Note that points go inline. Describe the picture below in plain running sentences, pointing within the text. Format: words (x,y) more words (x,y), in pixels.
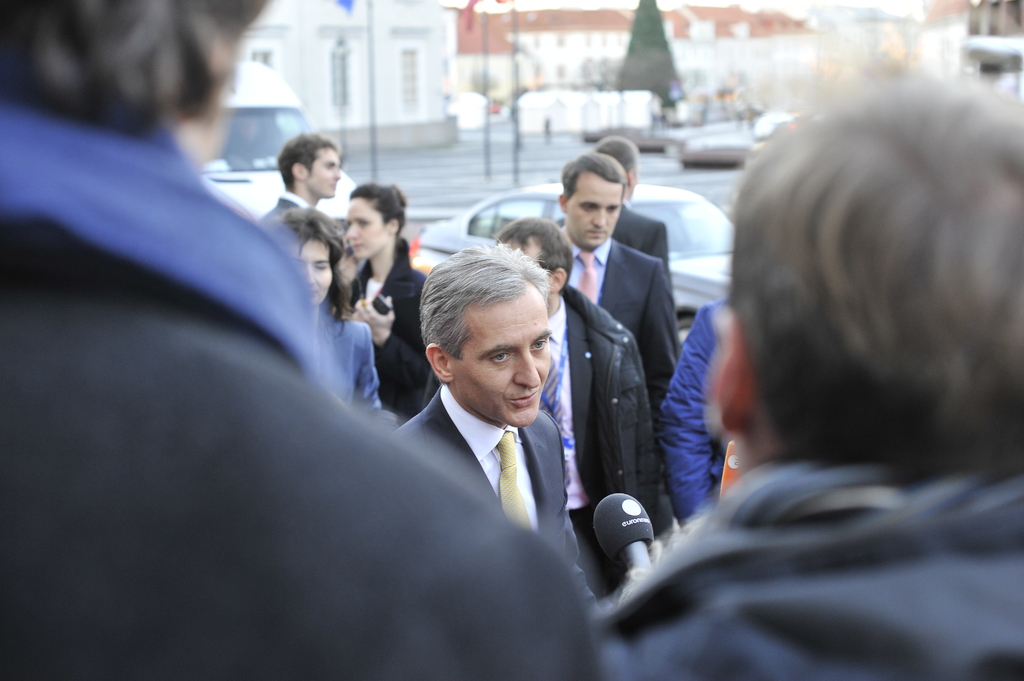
Here in this picture we can see number of people (371,283) standing over a place and the person (535,436) in the middle (541,449) is speaking something in the microphone (623,516) present in front of him and we can also see cars (459,248) and trucks (275,142) present on the road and in the far we can see a house (410,73) present and we can also see a tree (646,24) present over there.
